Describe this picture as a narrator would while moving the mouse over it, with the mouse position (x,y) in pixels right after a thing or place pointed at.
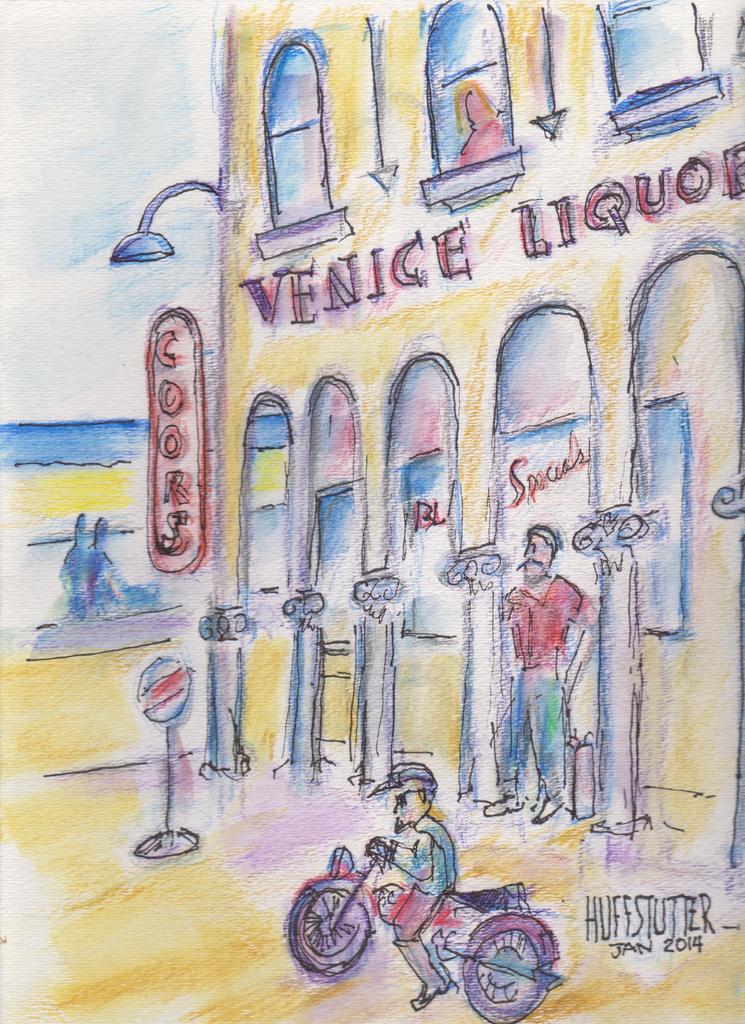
In this image I can see paintings (381,453) of a house (473,655), windows (402,565), light pole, boards (176,667), person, bike (491,922), text (660,930), three peoples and the sky (124,382).
